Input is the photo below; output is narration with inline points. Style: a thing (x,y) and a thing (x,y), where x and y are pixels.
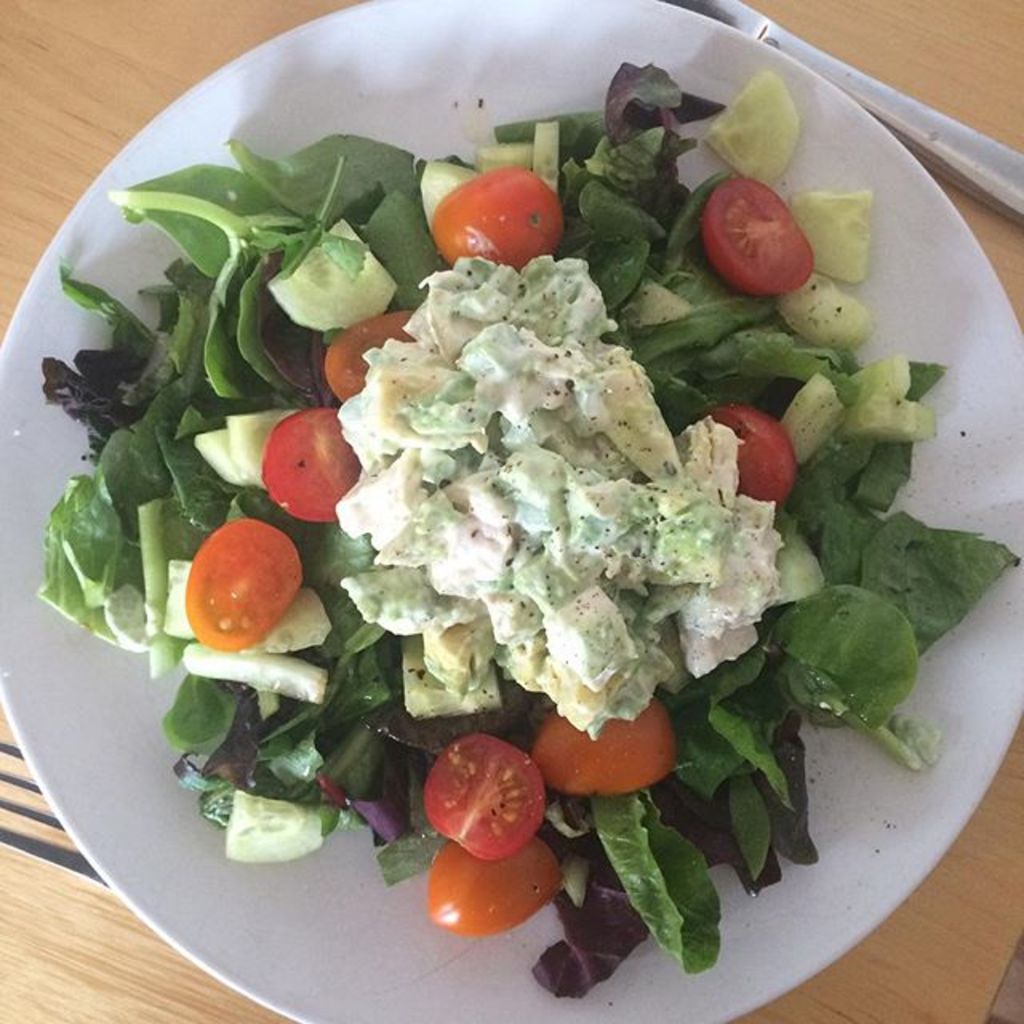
In this image I can see white colour plate (928,829) and in it I can see different types of vegetable (369,560). I can also see green color leaves (224,233) and here I can see a fork (18,842).
